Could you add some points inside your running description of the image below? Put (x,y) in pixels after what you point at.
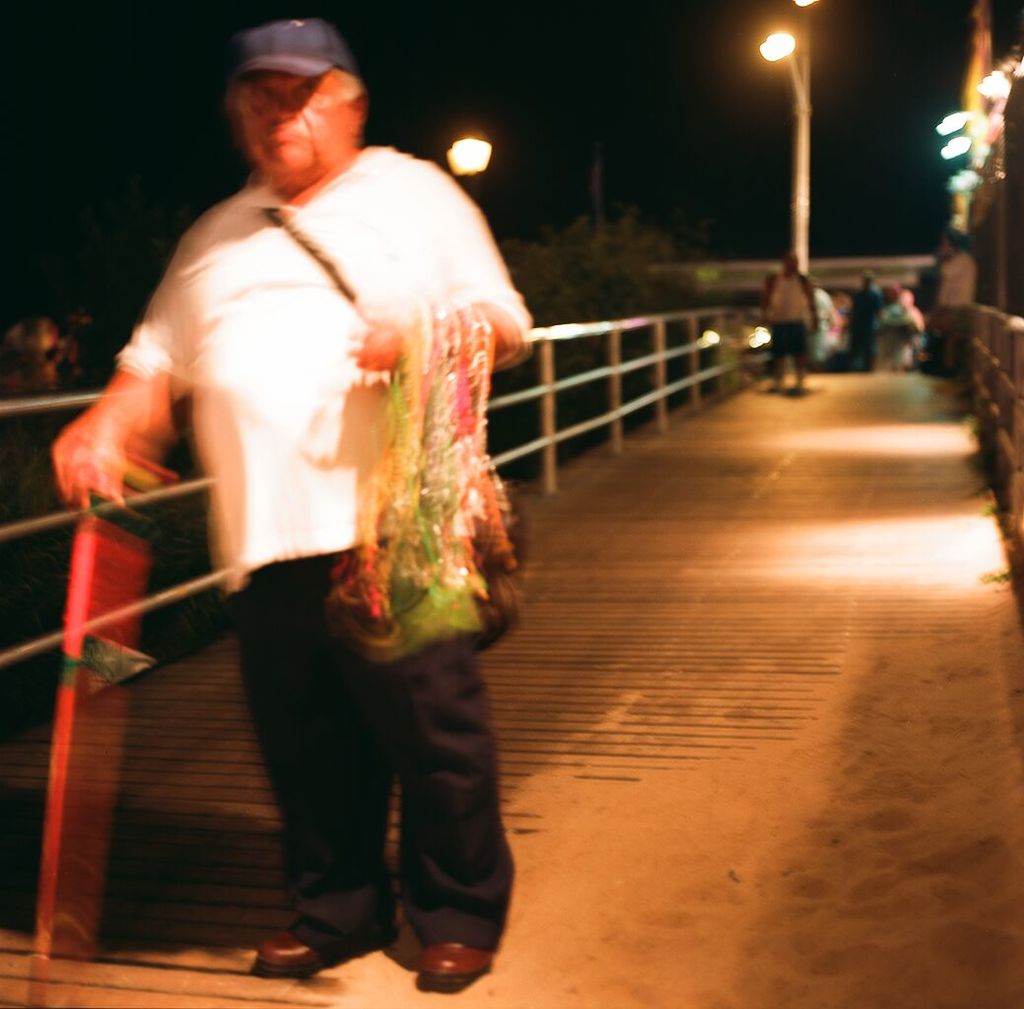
In this picture there is a man (250,289) on the left side of the image (128,365) and there are other people (858,357) on the right side of the image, there is a pole (808,131) at the top side of the image (797,69).
